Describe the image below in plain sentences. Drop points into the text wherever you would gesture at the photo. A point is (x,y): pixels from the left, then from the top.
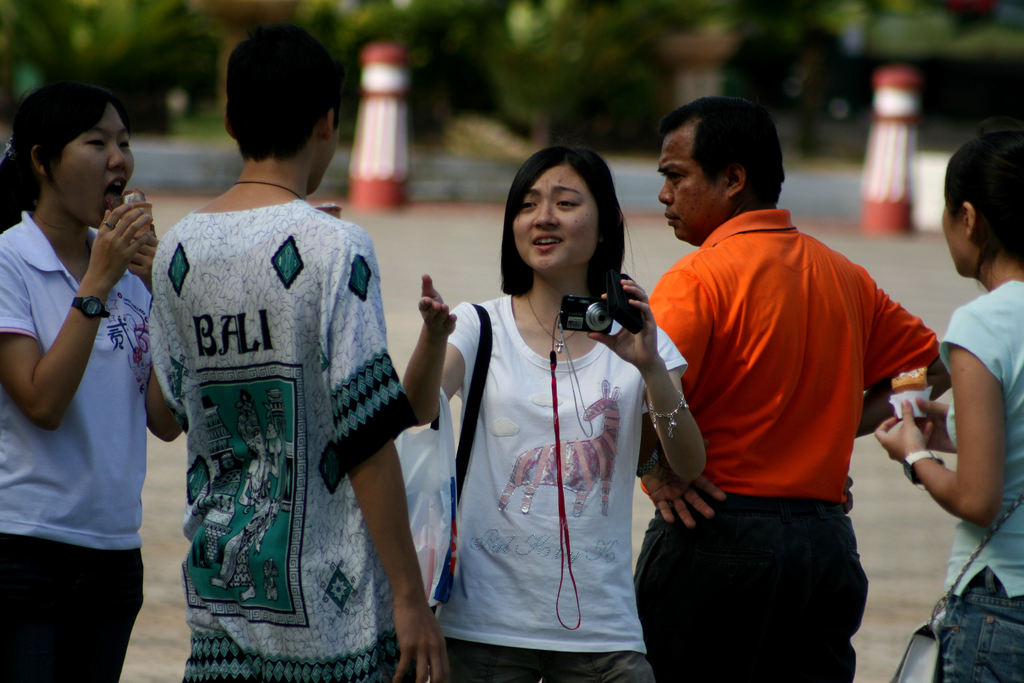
In this image I can see in the middle (601,371) a beautiful woman (624,408) is holding the camera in her hand (620,343), she wore white color t-shirt (581,498). On the left side (113,250) another girl (105,266) is standing and eating the ice-cream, beside him there is a boy (351,421). On the right side (813,277) a man (811,445) is looking at that side, he wore orange color t-shirt (819,310), beside him there is another girl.
